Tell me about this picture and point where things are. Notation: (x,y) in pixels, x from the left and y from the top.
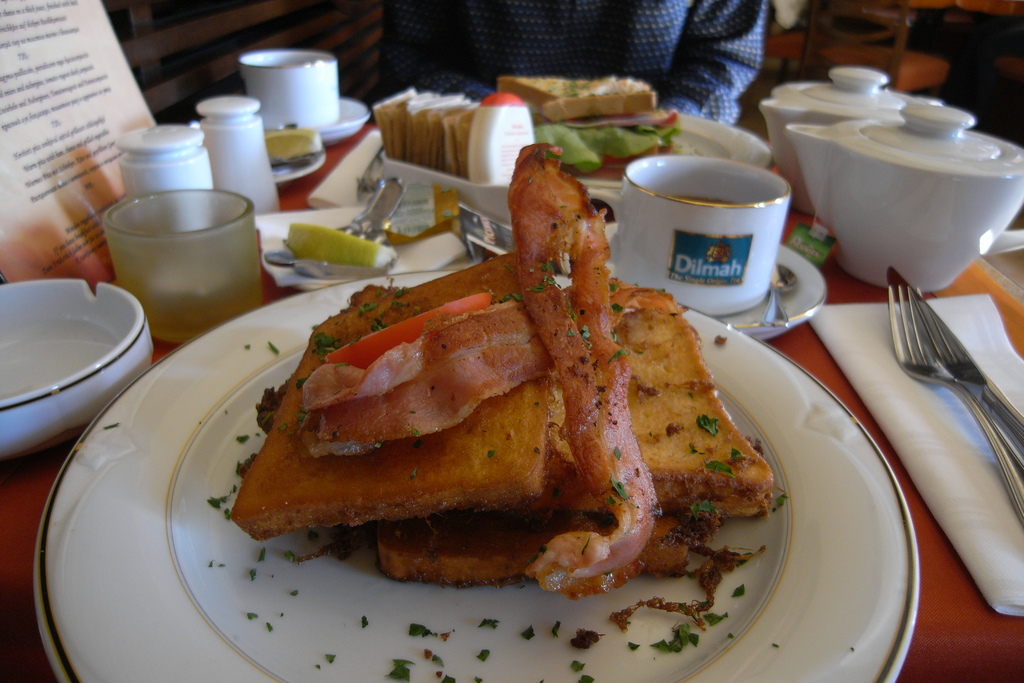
In this image I can see a food (362,321) in the plate (233,504) and the food (520,477) is in brown color, and the plate (215,419) is in white color. Background (161,211) I can see few other glasses (111,232), bowls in white color. I can also see a fork (900,353) and a knife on the table (810,352) and the table (809,355) is in brown color.
